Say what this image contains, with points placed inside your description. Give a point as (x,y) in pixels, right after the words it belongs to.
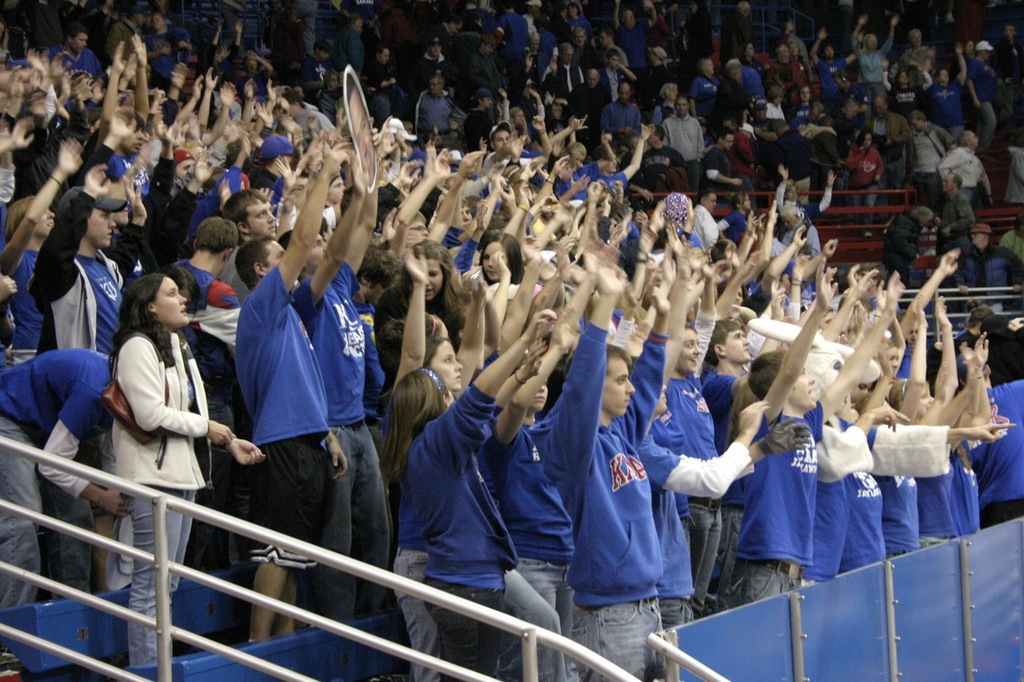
In this image, I can see groups of people (276,133) standing. At the bottom of the image (162,531), there are iron grilles (104,543) and boards (870,648).
